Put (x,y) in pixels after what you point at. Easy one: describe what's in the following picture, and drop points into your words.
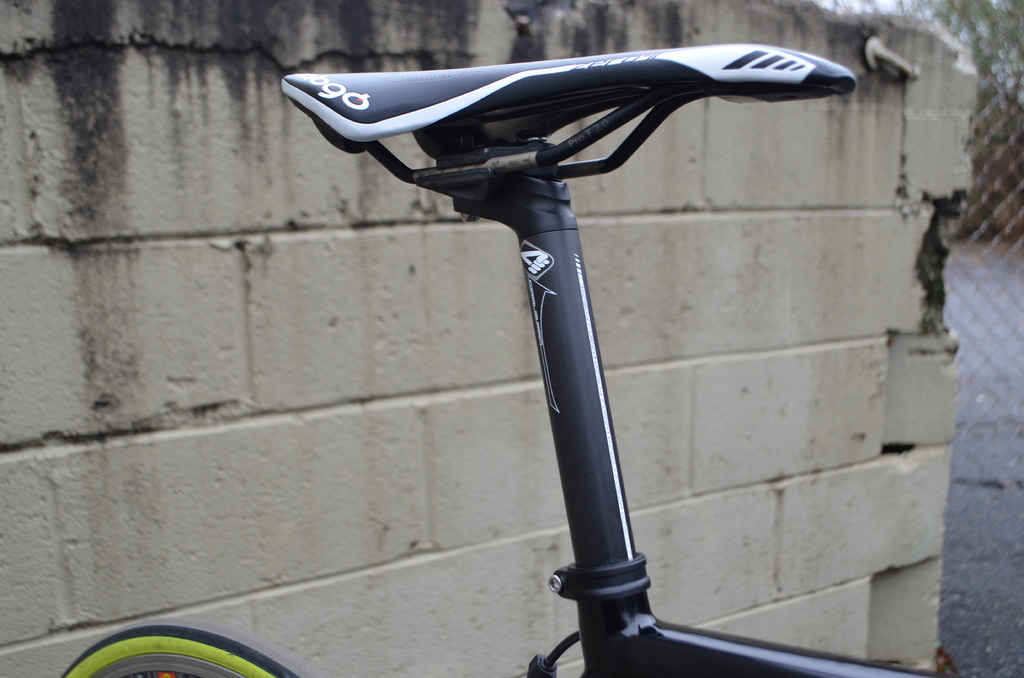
In this image, we can see the seat (736,74) of a bicycle (731,55). In the background (333,304), we can see the wall (157,259).
